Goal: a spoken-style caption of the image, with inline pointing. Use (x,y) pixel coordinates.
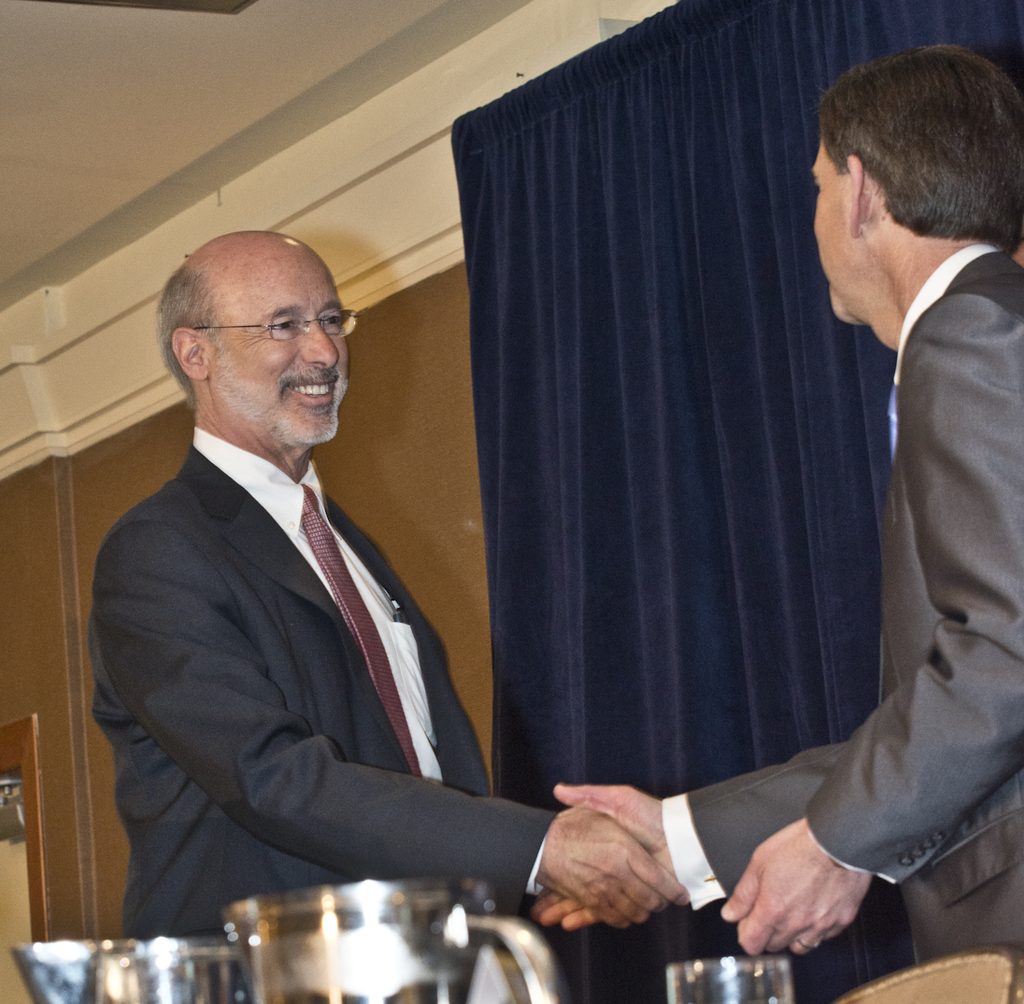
In this picture I can see two persons (859,316) wearing coat (522,828) and shaking hands (599,830). I can see the curtain (526,564).
